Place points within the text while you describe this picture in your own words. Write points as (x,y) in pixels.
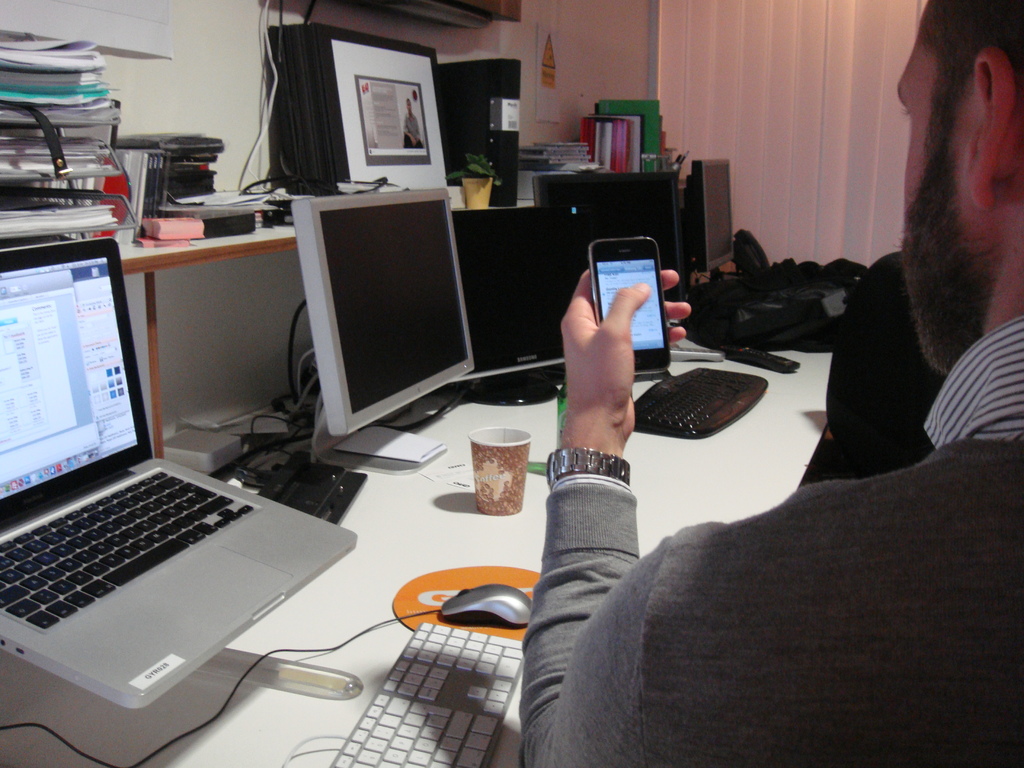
A person (682,569) wearing a gray jacket (639,589) is having a watch (584,450) is holding a mobile (629,263). And there is table (791,418). On the table (743,447) there is a laptop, keyboard (417,667), mouse (483,601), mouse pad (471,573), cup (475,459). And there is a shelf (160,258) and on shelf (160,258) there are books (80,176) and many other items (372,98).
